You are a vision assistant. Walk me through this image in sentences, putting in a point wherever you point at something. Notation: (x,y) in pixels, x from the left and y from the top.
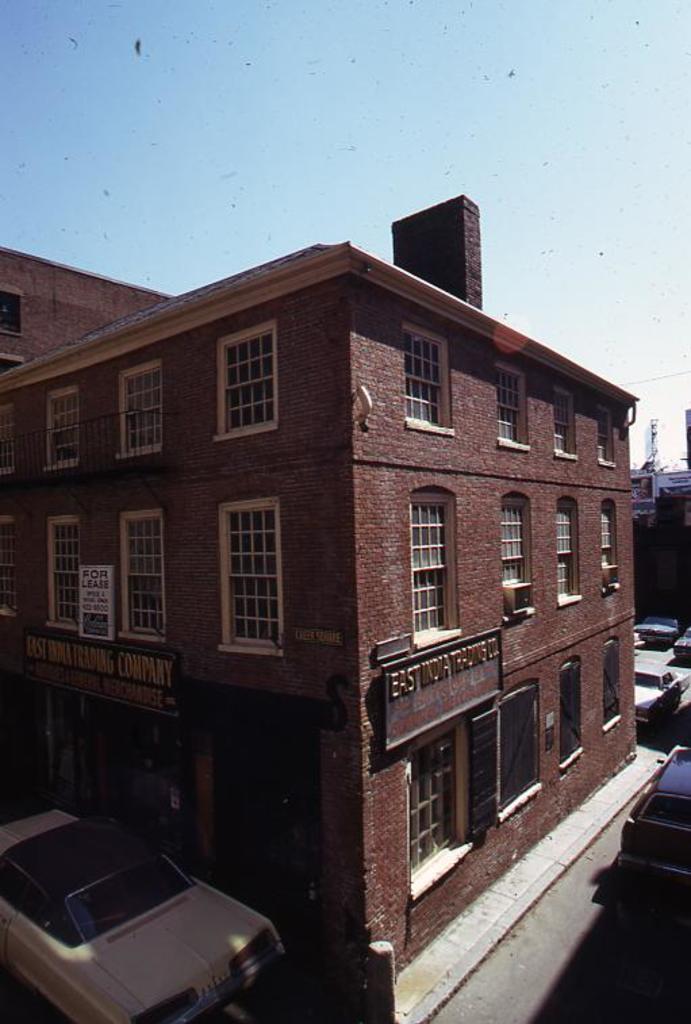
In this picture I can observe brown color building (361,767). There is a car (147,907) parked in front of the building (320,920). In the background (190,106) there is sky (263,124).
